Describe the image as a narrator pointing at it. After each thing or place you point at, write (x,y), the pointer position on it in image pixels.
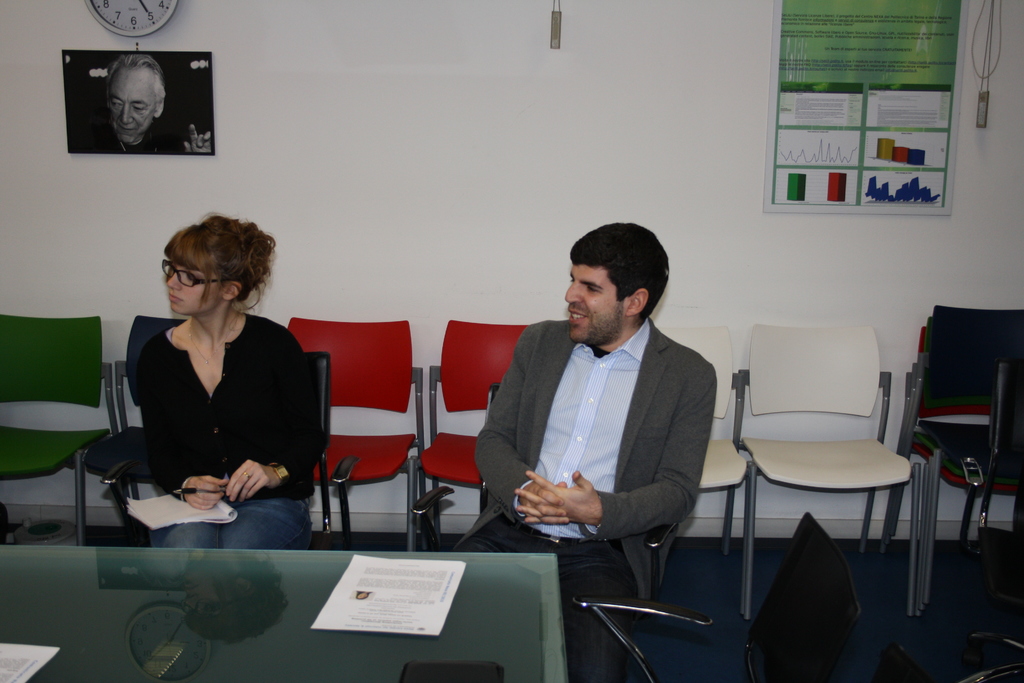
This woman (253,355) and this boy (560,462) are sitting on a chair (329,498). This woman (284,447) wore spectacles (188,282) and holding pen (185,489) and book (162,510). In-front of this people (265,345) there is a table (58,614), on this table (57,600) there is a paper (417,593). A poster (887,148) and picture (200,124) on wall (291,90). On top (124,16) there is a clock (139,16). We can able to see white, red and green chairs (473,391). On this table (244,622) there is a reflection (255,625) of woman (230,587), poster (140,573) and clock (151,605).
